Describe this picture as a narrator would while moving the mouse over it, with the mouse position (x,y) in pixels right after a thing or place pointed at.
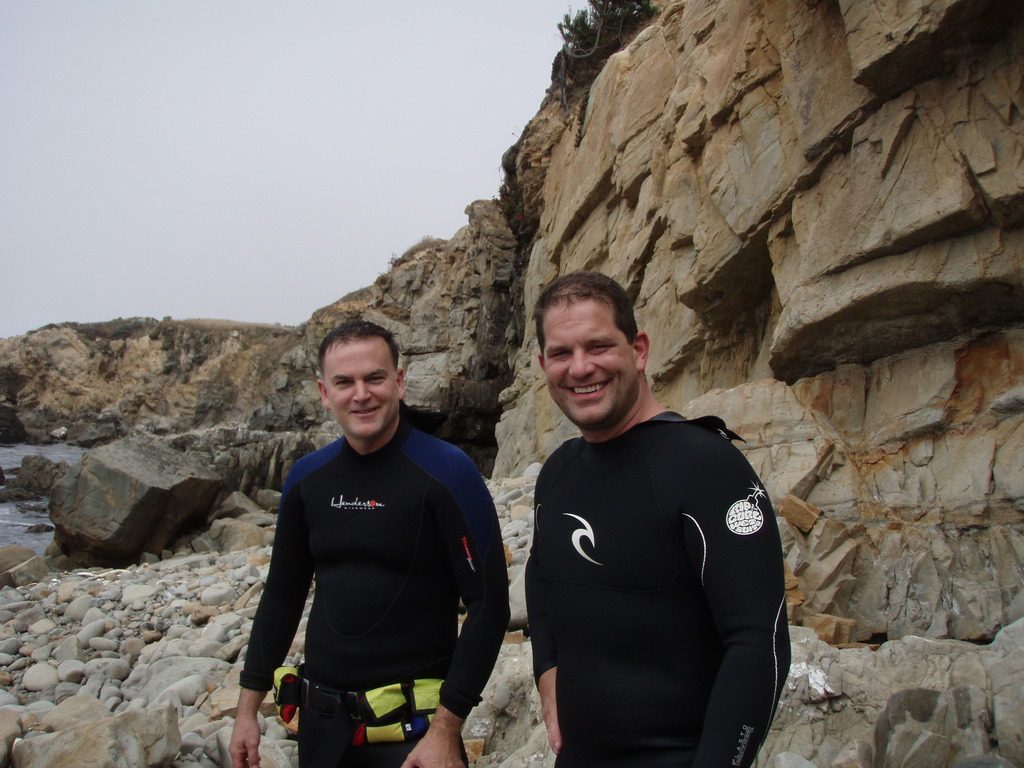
In this image we can see two men (641,475) standing beside the mountains (788,424). We can also see some stones (229,574), water (47,541) and the sky (181,283) which looks cloudy.
